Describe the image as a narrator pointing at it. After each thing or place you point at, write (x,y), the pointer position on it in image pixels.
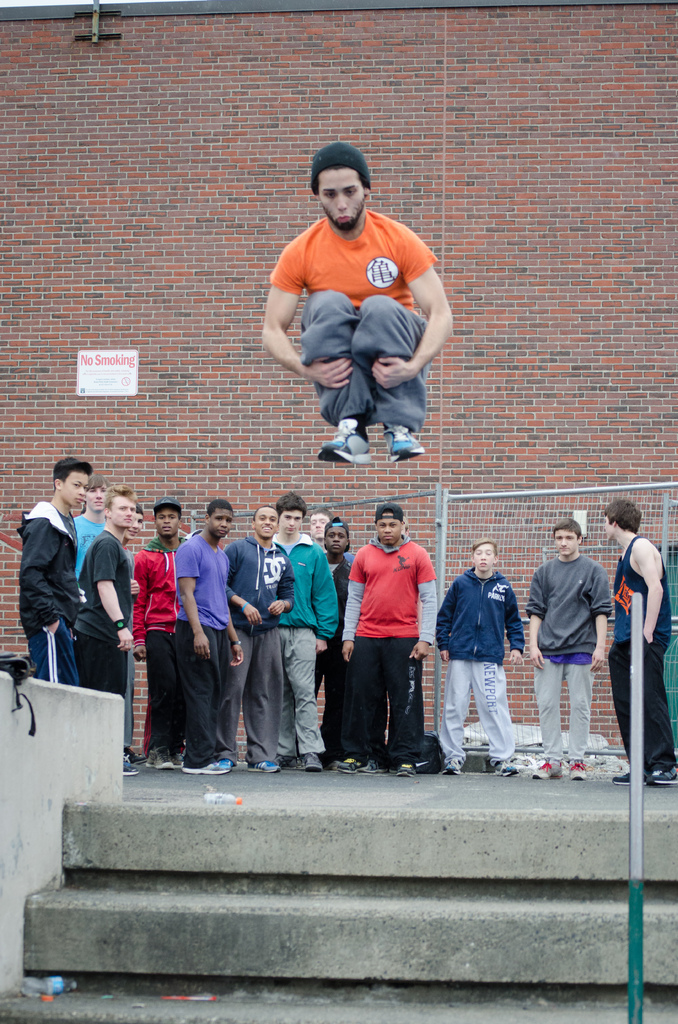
In this image there is a person (350,455) jumping in the air (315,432). There are bottles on the stairs (414,842). There is a pole (634,927). There is some object (9,668) on the wall (55,718). There are a few people (256,660) standing. Behind them there is a metal fence (667,519). In the background of the image (24,291) there is a no smoking board (106,375) on the wall (179,298).
